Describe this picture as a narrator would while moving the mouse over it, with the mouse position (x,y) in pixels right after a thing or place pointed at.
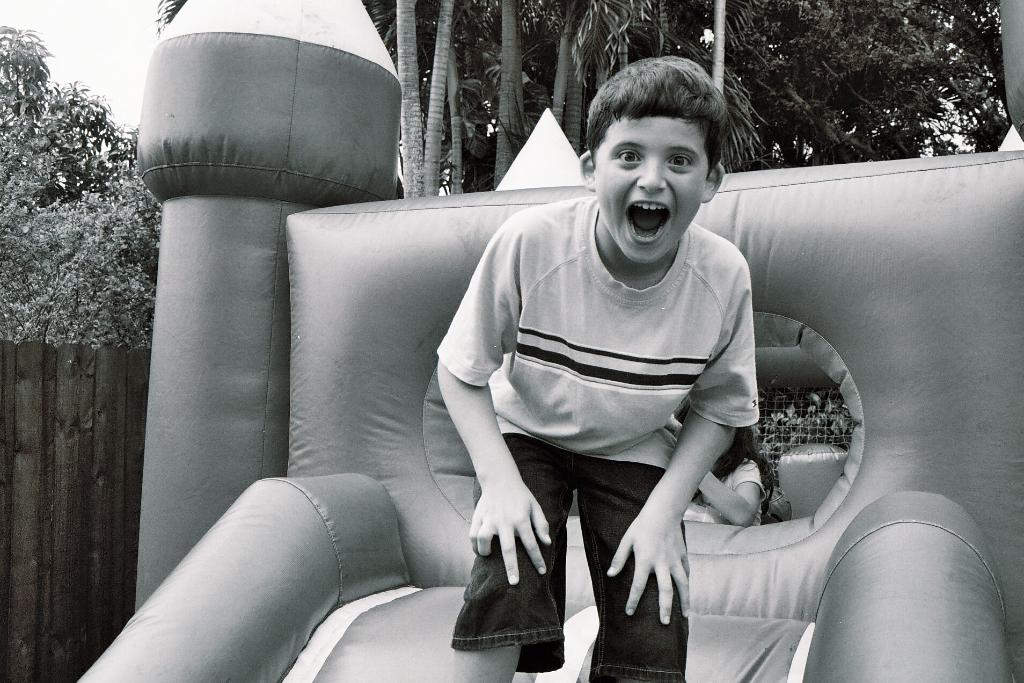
It is a black and white picture. In this image, we can see a boy (633,313) is watching and smiling. Background (942,308) we can see inflatable slide (774,527), human (755,448), grill (803,436), wooden fencing (108,501) and trees (30,325).
